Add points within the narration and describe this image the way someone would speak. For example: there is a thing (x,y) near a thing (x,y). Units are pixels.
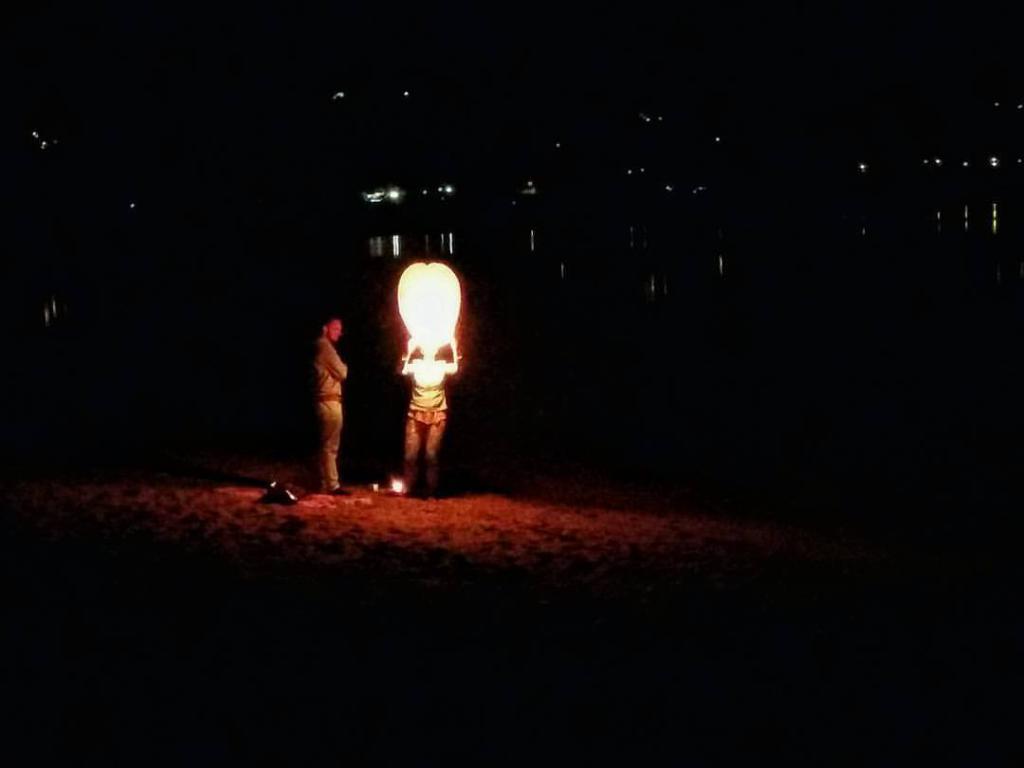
In this image I can see two persons (343,379) standing, the person (439,375) at right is holding a sky lantern (439,297) and I can see dark background (107,88).
